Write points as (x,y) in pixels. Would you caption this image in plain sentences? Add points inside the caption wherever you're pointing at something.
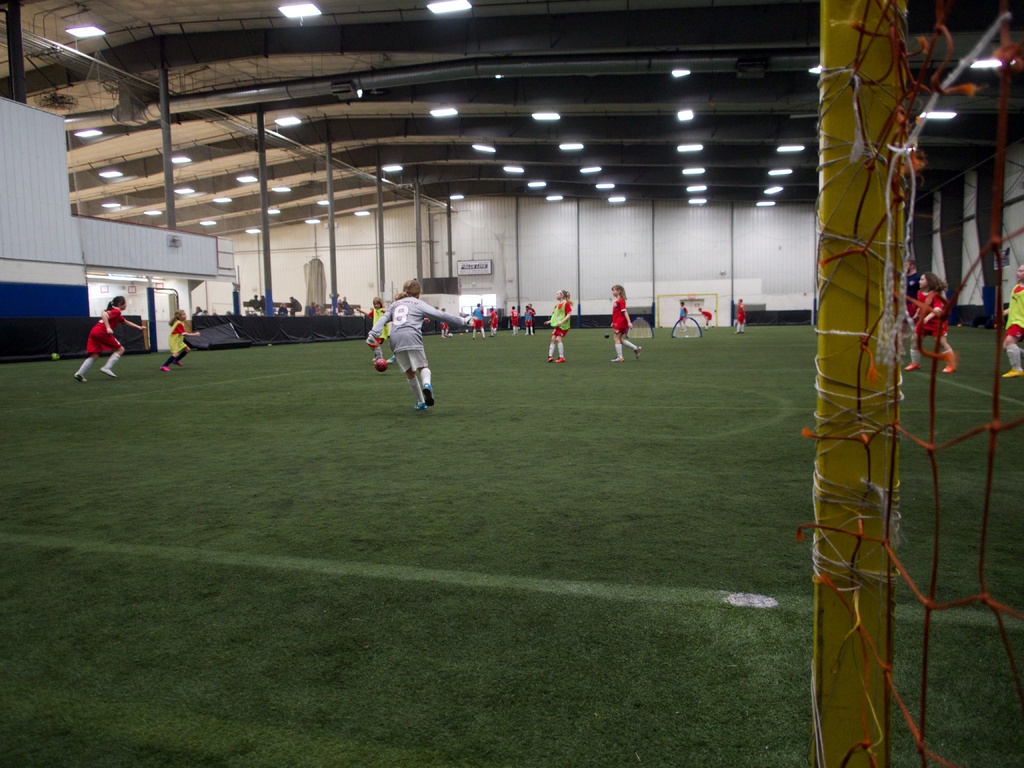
This is a playing ground (705,565). Here I can see few children (118,354) are playing football. At the bottom of the image (359,691) I can see the grass (294,694) in green color. On right side (953,89) there is a net (926,337). In the background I can see some pillars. On the top of the image (407,126) I can see the ceiling (448,137) with lights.
